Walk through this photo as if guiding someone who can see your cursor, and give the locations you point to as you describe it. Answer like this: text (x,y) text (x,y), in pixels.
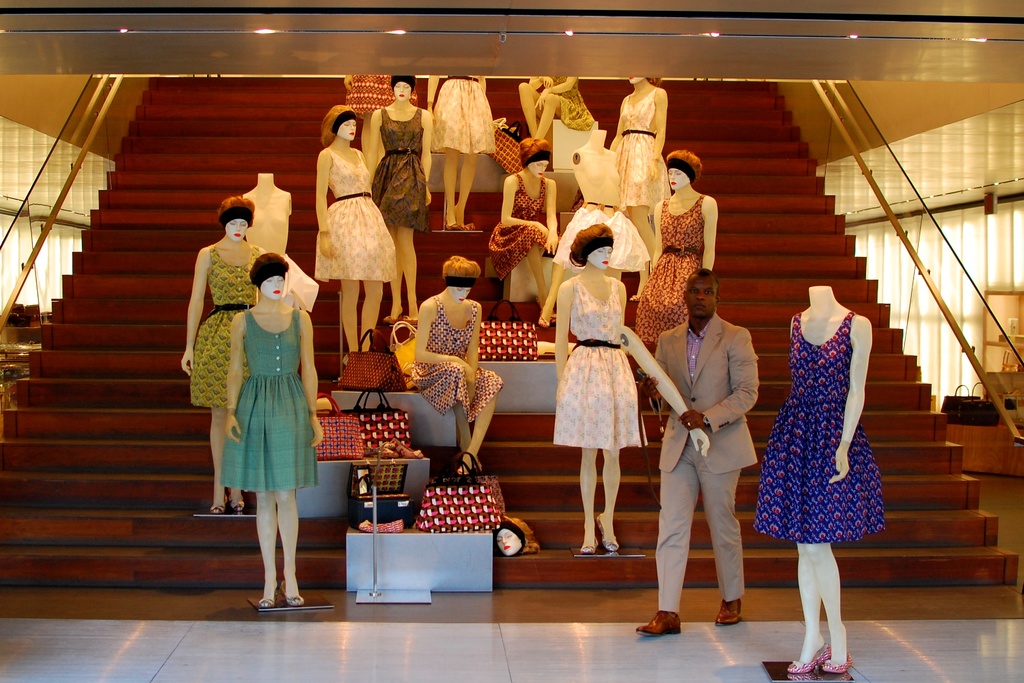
In this image, we can see so many mannequins (564,337) are on the stairs (745,487) and floor (639,674). Here a person (698,488) is holding a mannequin hand (682,407) and walking. In the middle of the image (492,316), we can see few bags (476,532) and some objects (364,565). On the right side (974,235) and left side (69,254), we can see window shades (48,284) and few objects (9,364).
